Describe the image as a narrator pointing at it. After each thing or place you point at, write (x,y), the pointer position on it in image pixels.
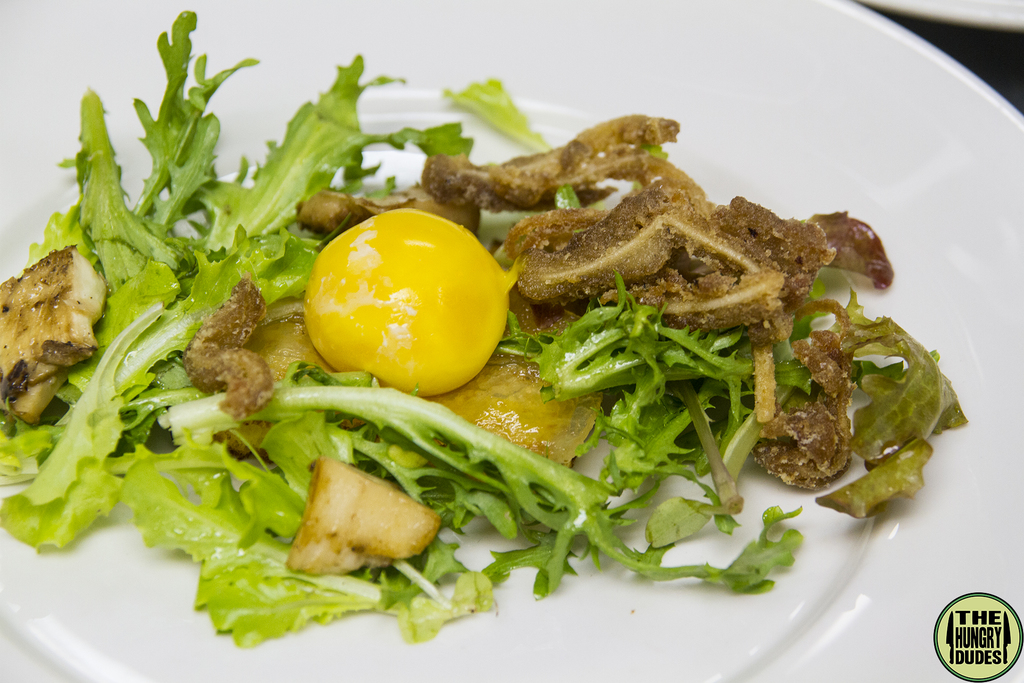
In the image we can see a plate (947,331), in the plate (466,68) there is food (66,318).
